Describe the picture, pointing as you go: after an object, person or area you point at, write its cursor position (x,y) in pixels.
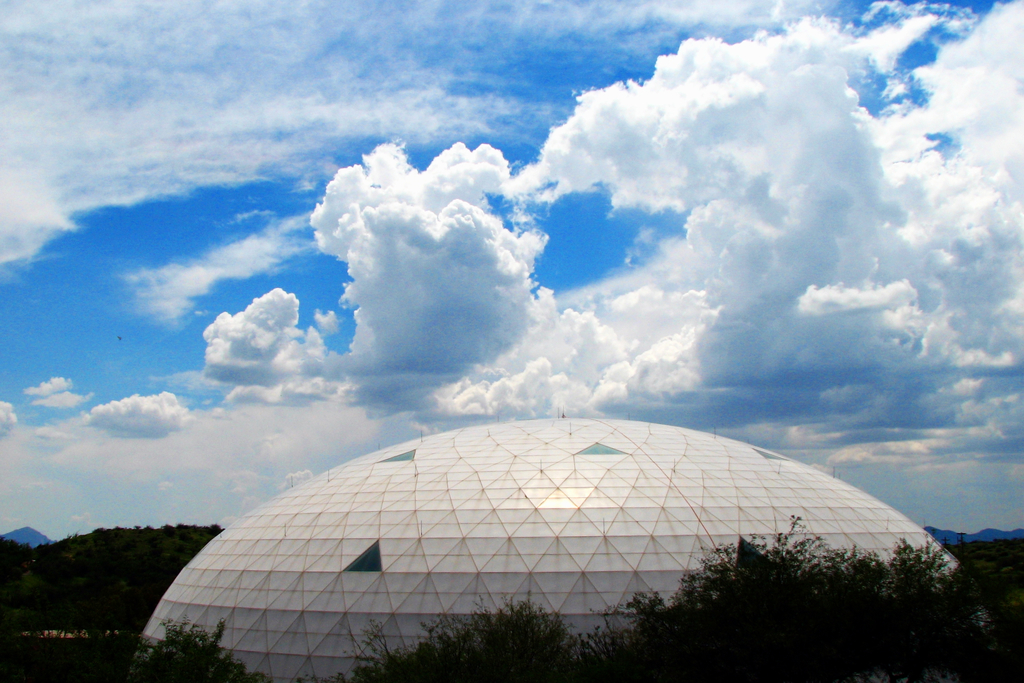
In this image I can see number of trees (621,641) and a building (583,577) in the front (642,548). In the background (322,188) I can see clouds (571,390) and the sky (245,139).
